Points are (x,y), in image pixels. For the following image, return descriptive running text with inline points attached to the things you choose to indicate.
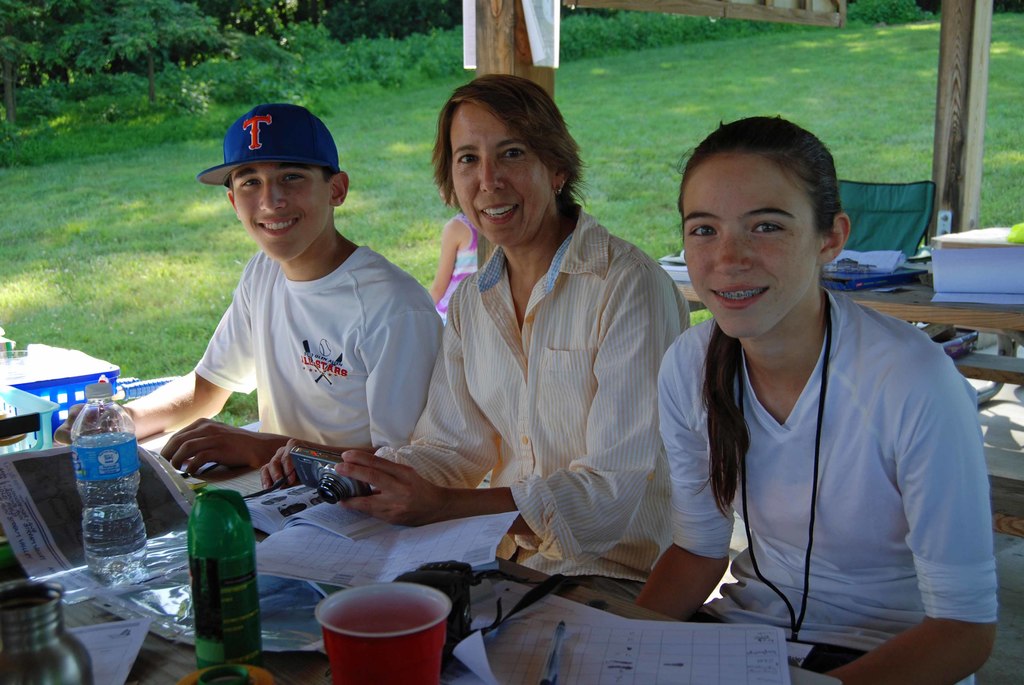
In this image we can see few people (686,474). A person (440,462) is holding a camera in the image. We can see a person (281,259) is wearing a cap (217,182). A person (821,548) is wearing an identity card (813,538) at the right side of the image (804,612). There are many objects (348,657) placed on the tables (535,675). There is a grassy land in the image. There are many plants (153,97) in the image. There is a chair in the image.
